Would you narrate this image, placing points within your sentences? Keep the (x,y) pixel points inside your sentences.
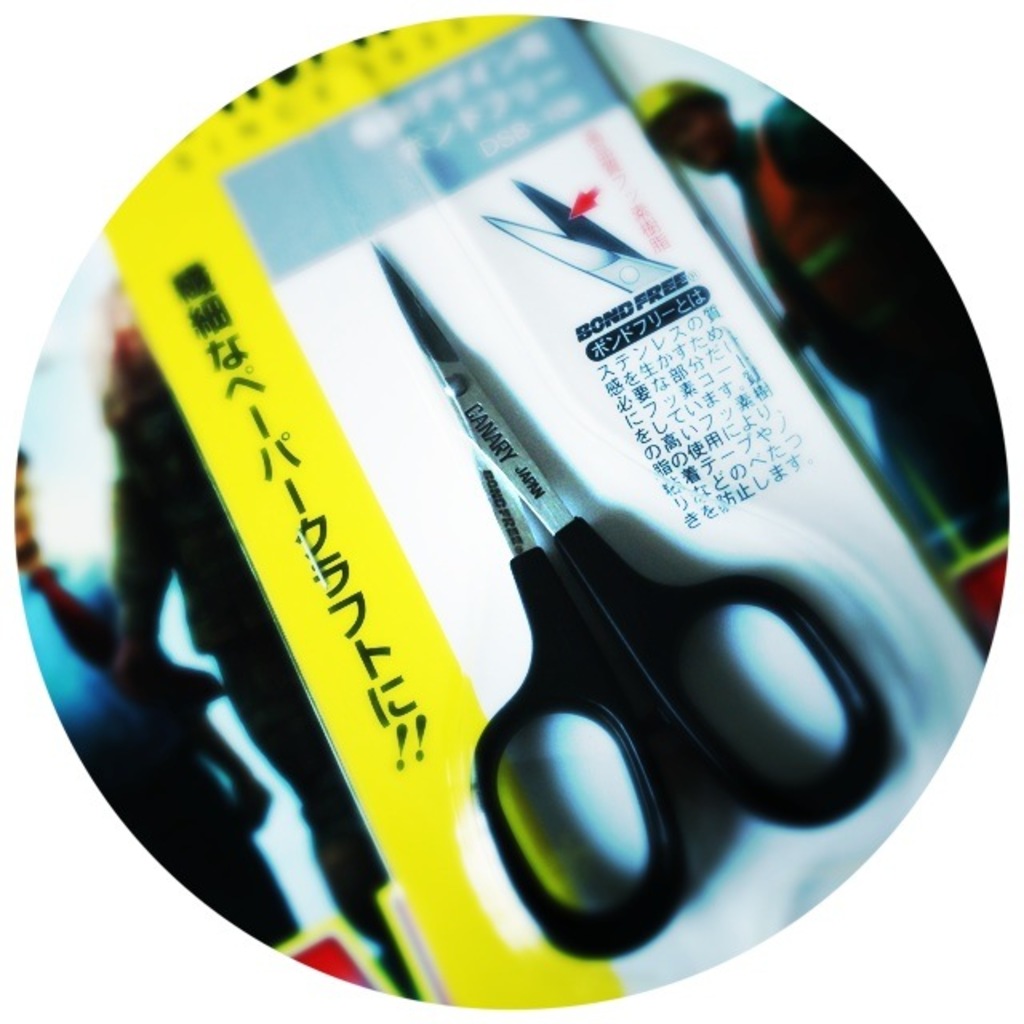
In this picture we can see a card (634,395) and scissors (643,710) in the front (590,645), there is some text (750,432) on this card (480,183), in the background (819,200) we can see picture (795,212) of three persons (730,164).
